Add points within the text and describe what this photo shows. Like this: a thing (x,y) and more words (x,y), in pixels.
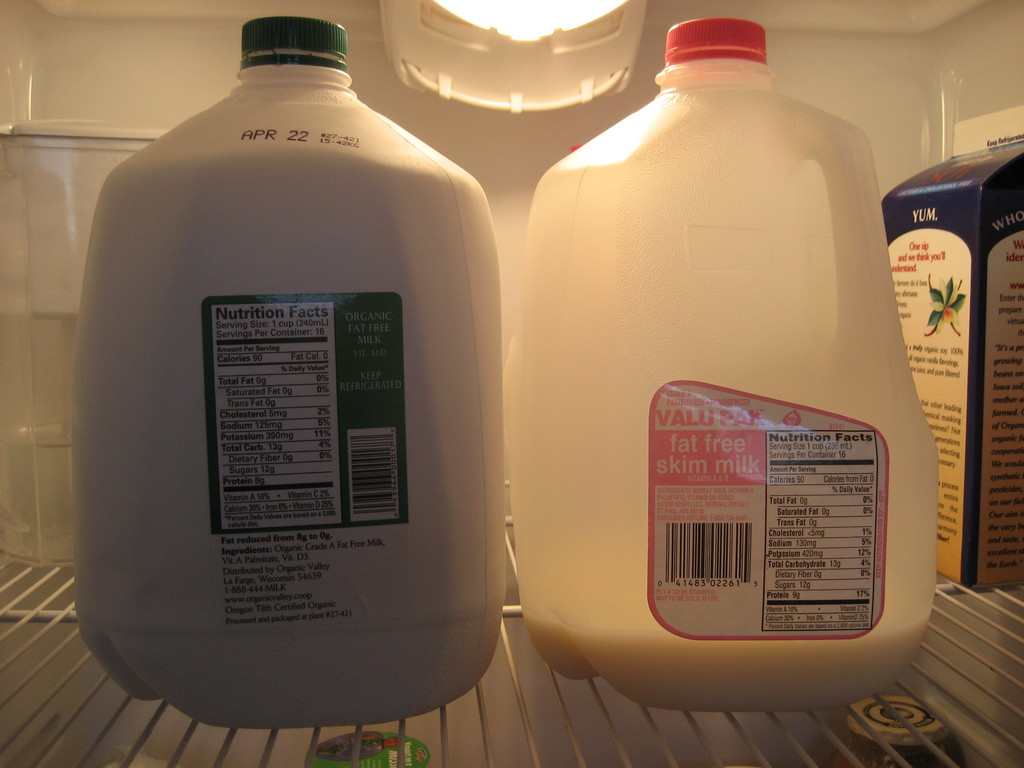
In this image I can see two bottles (369,400) in white color and I can also see the cardboard box (939,289). Background (591,17) I can see the light (572,46).
